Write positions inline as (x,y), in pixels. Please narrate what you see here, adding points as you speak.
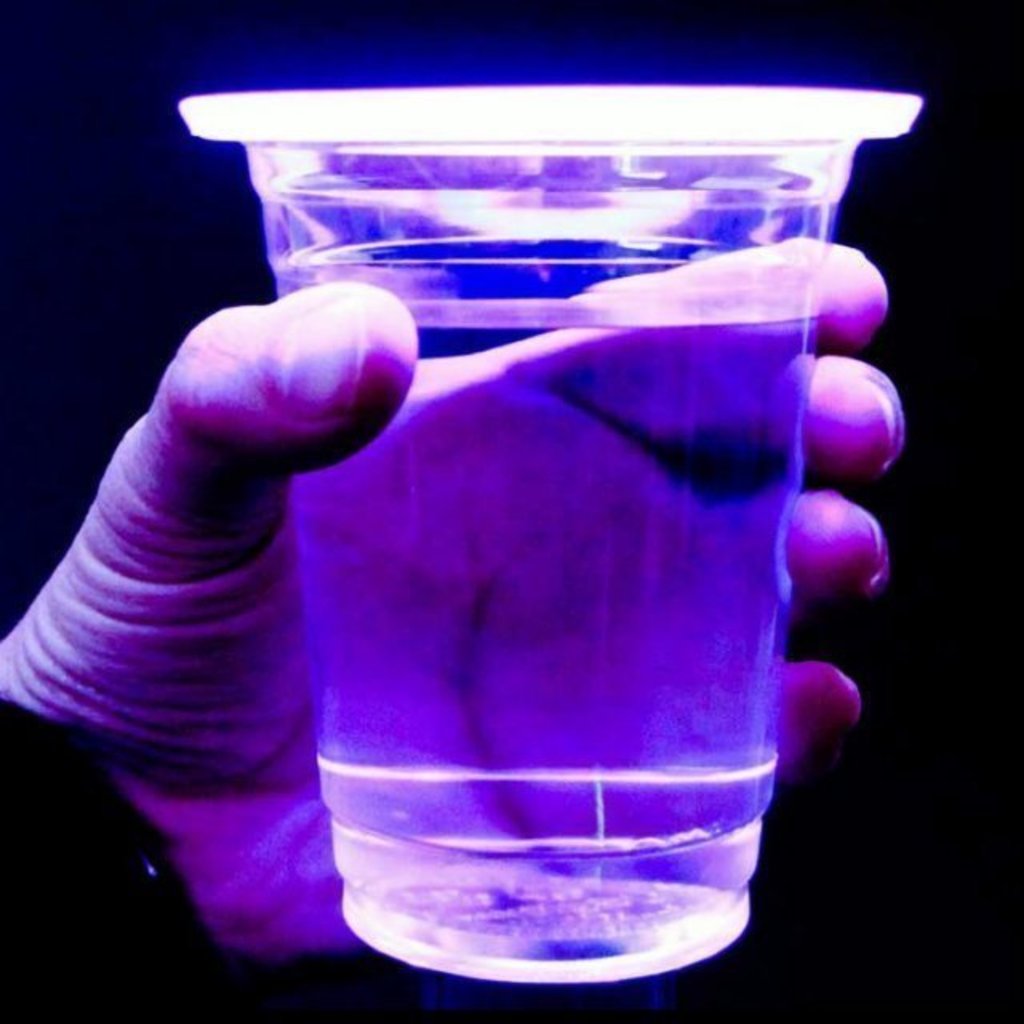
In this image on the left side (158,558) there is a person hand (349,552) which is holding a glass (477,350), contain a liquid (380,627), background (64,510) is dark.
